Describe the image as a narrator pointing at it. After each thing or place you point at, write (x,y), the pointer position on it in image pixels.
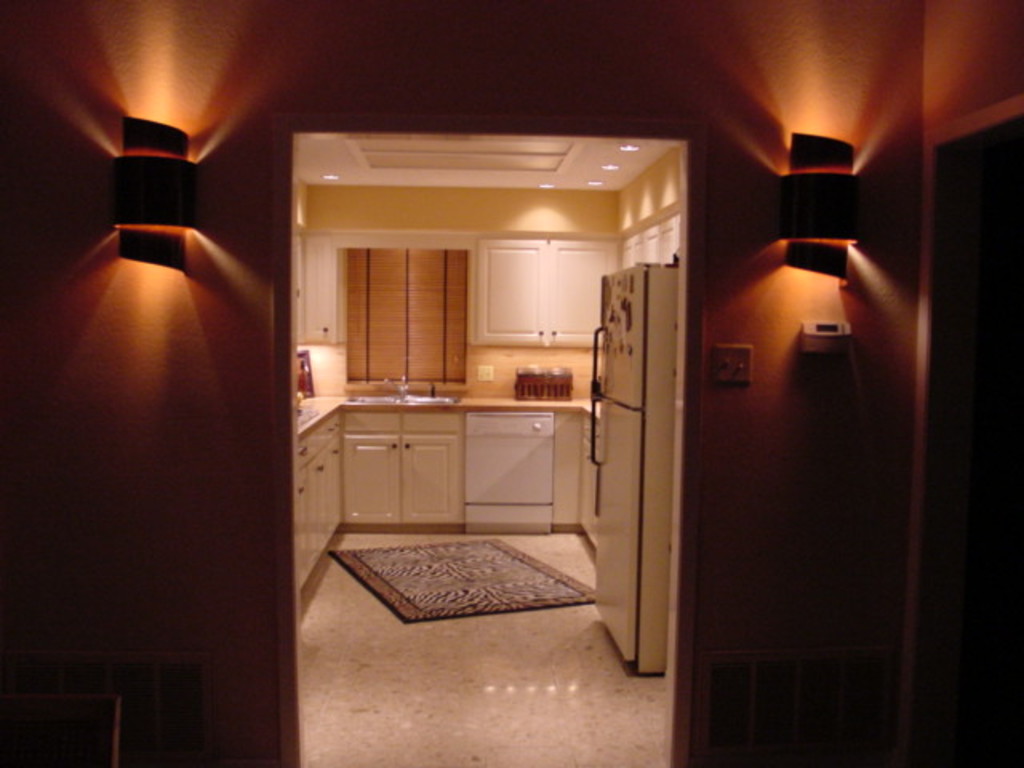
In the middle of the image (445,257) there is a room of kitchen (666,598) with cupboards (430,459), tables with sink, refrigerator (648,392) and also there is a window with a curtain (389,377). At the left corner of the image (34,149) there is a wall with lamp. And at the right corner of the image (873,108) there is a wall (866,621) with a lamp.
